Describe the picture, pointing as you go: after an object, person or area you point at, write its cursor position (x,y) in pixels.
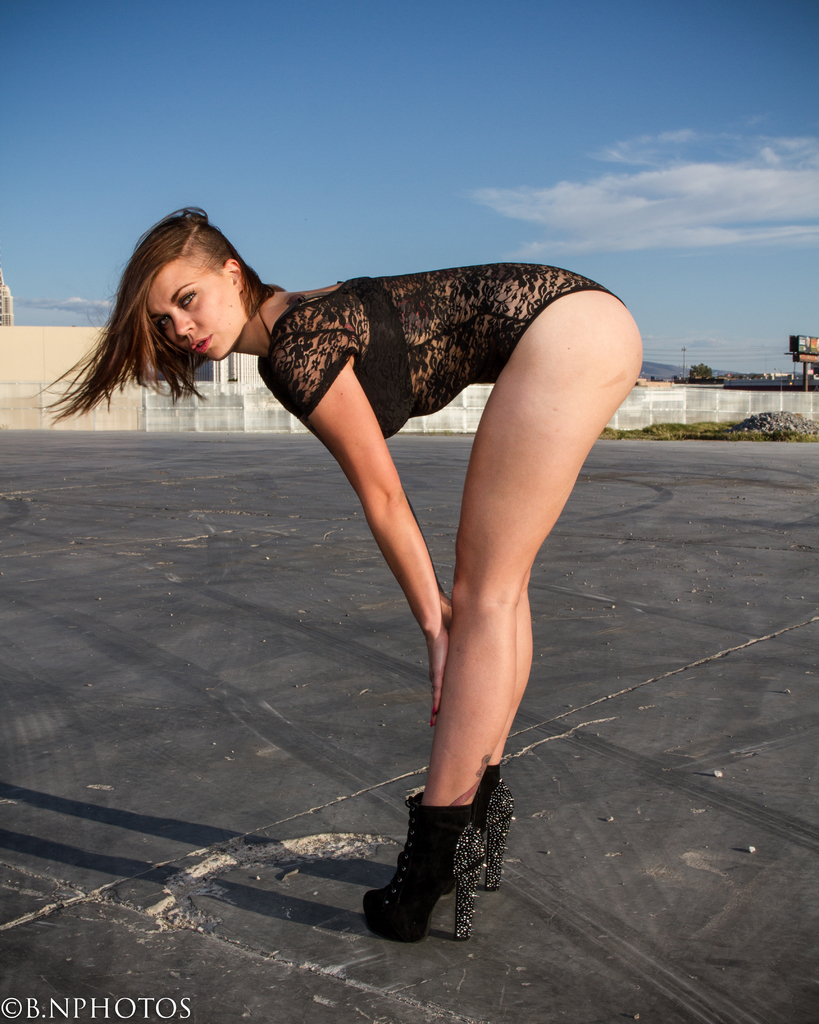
In this image I can see a woman (366,322) wearing black colored dress (370,325) and black colored shoe (464,892) is standing on the ground (356,913). In the background (258,55) I can see few trees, few buildings (754,389) and the sky (348,91).
